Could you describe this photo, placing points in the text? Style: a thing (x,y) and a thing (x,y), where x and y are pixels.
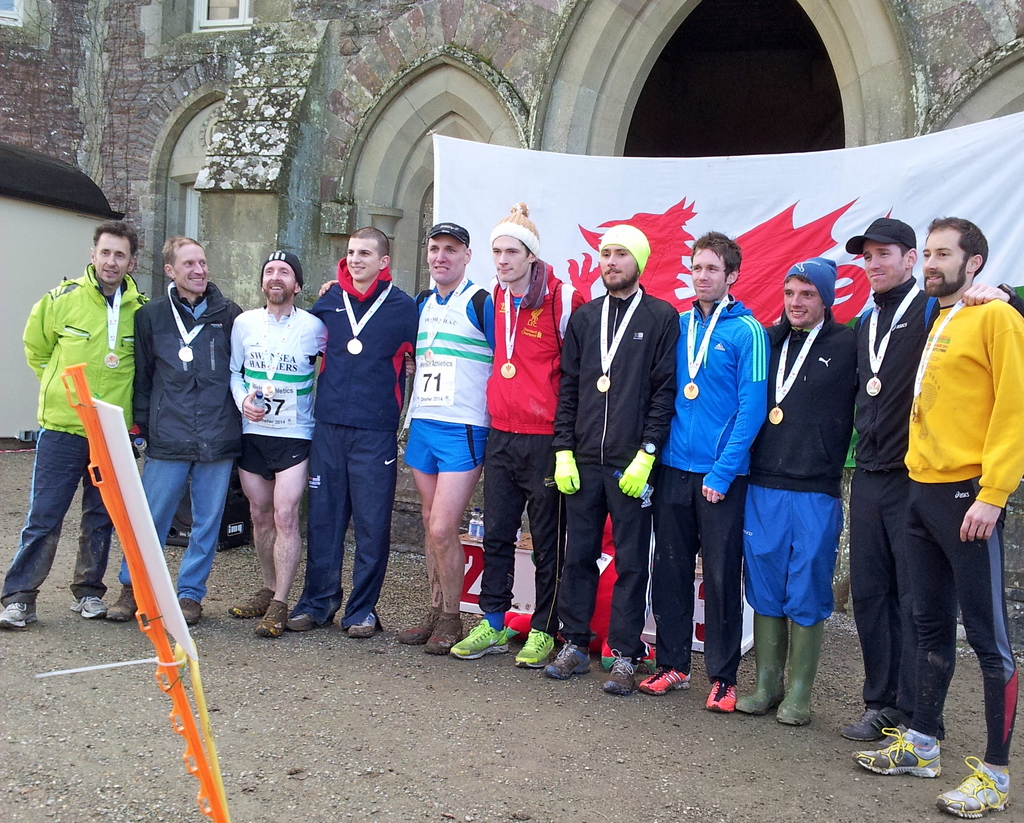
In this image we can see group of people (803,597) standing on the ground (236,618). In the right side of the image (687,307) we can see a banner (769,281). In the left side of the image (175,618) we can see a board (148,543) on a stick (149,609). At the top of the image (122,36) we can see a building (403,28) with windows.
